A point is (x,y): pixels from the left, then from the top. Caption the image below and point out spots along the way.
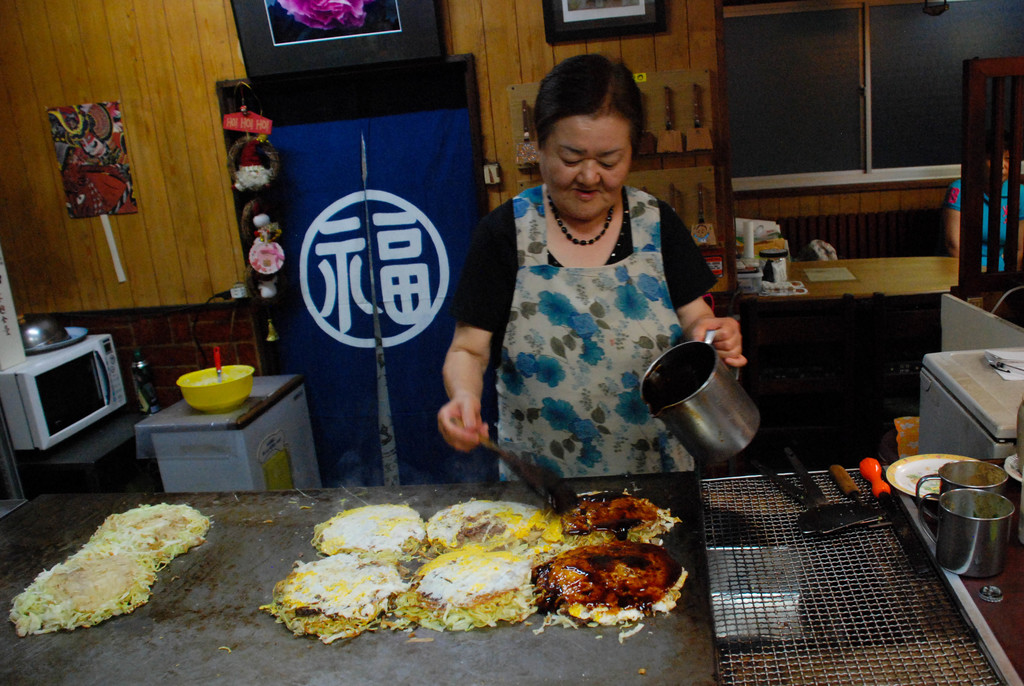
In this image we can see a person (614,337) holding a jar (691,397) and an object (524,478) and there are few food items (571,546) on the pan (213,615), there are few objects (824,504) on the grill (844,563) and there are jars (957,464), plate (905,469), box (988,424) on the right side (950,503) and on the left side (90,390) there is a microwave oven (86,408), a bowl (224,386) on the box (238,416), picture frames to the wall (143,128) and few objects (256,215) and in the background (776,256) there are few objects (760,238) on the table (805,269) and a person (953,187) sitting on the couch (915,238).
